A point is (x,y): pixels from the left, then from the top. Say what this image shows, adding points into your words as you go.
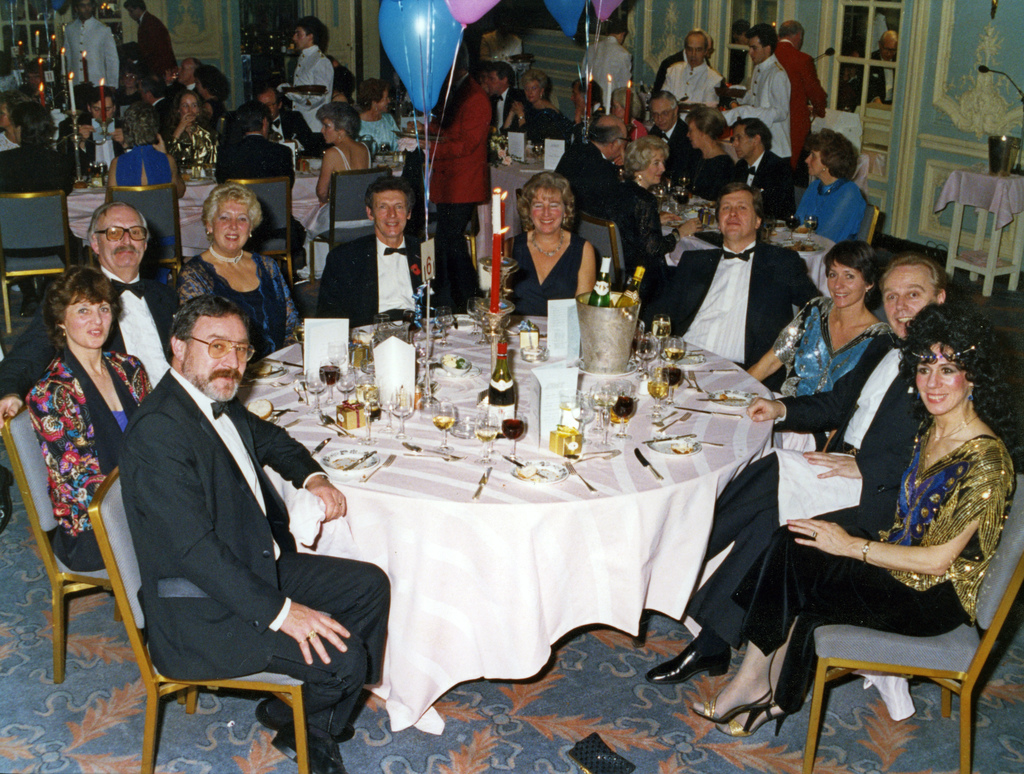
In this image there are group of people (840,281) sitting and smiling, there are few glasses (523,423), bottles (504,403), papers (395,361) on the table (450,472), at the back ground (364,112) i can see a balloon (417,75), few people (208,127) sitting and a wall (217,54).
